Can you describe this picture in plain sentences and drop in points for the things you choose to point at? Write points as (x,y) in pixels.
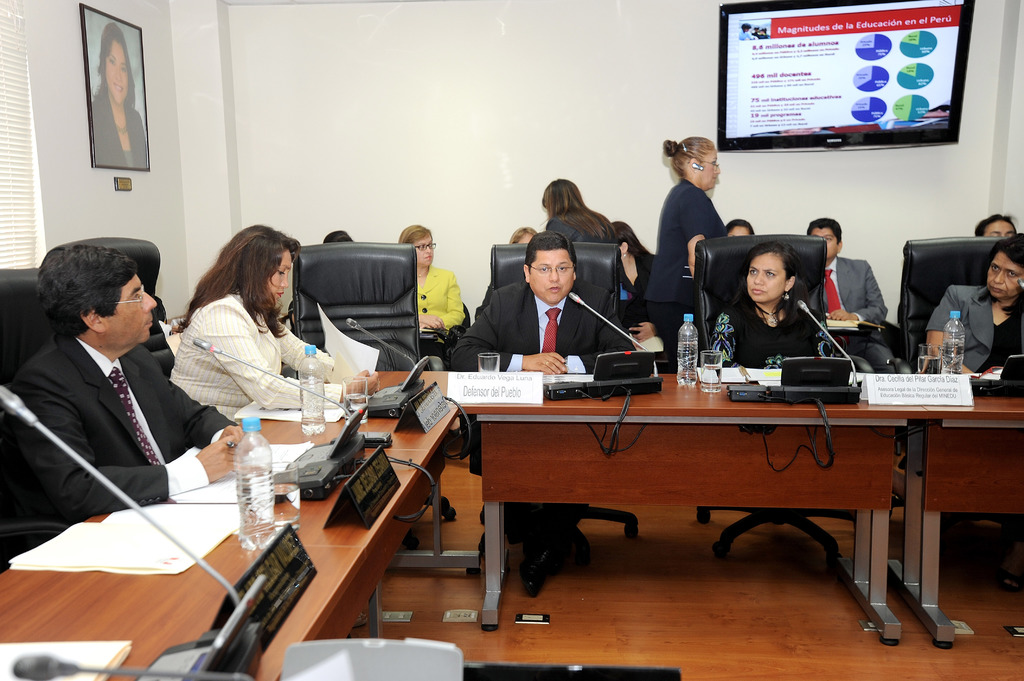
The picture is clicked inside a conference hall (747,512) with several delegates (979,314) sitting a black chair (394,317). In the background (106,100) we observe a photo frame (89,97) and an LCD (869,42) attached to the wall (972,95).
